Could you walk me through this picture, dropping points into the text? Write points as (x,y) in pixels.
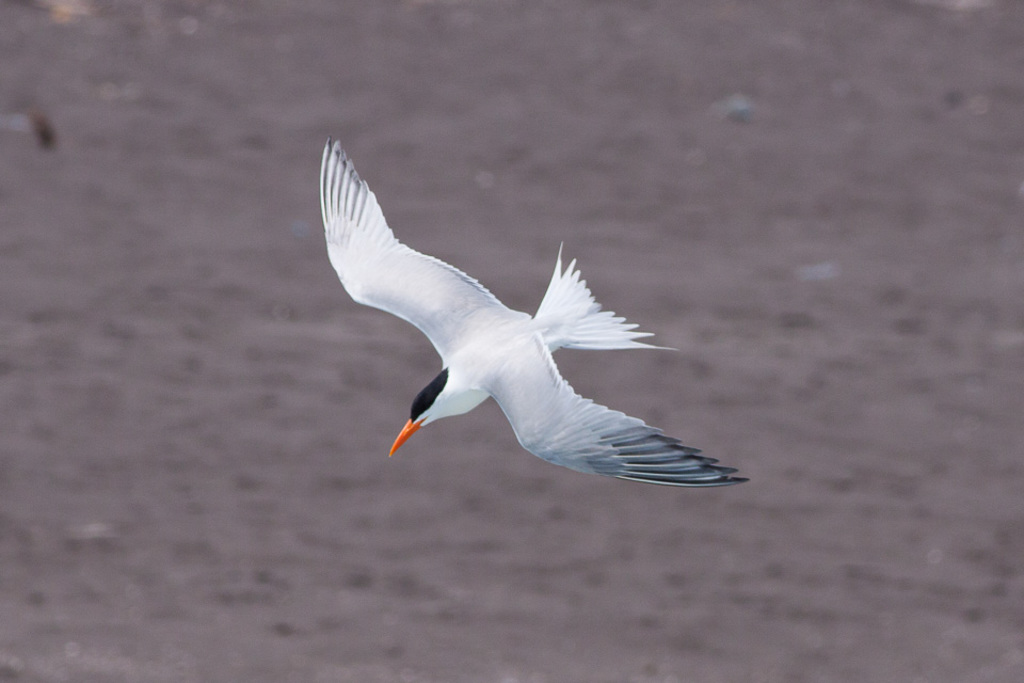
In this picture there is a white color bird (552,388) with orange beak (399,441) is flying. At the bottom (270,554) there is ground (516,554).
